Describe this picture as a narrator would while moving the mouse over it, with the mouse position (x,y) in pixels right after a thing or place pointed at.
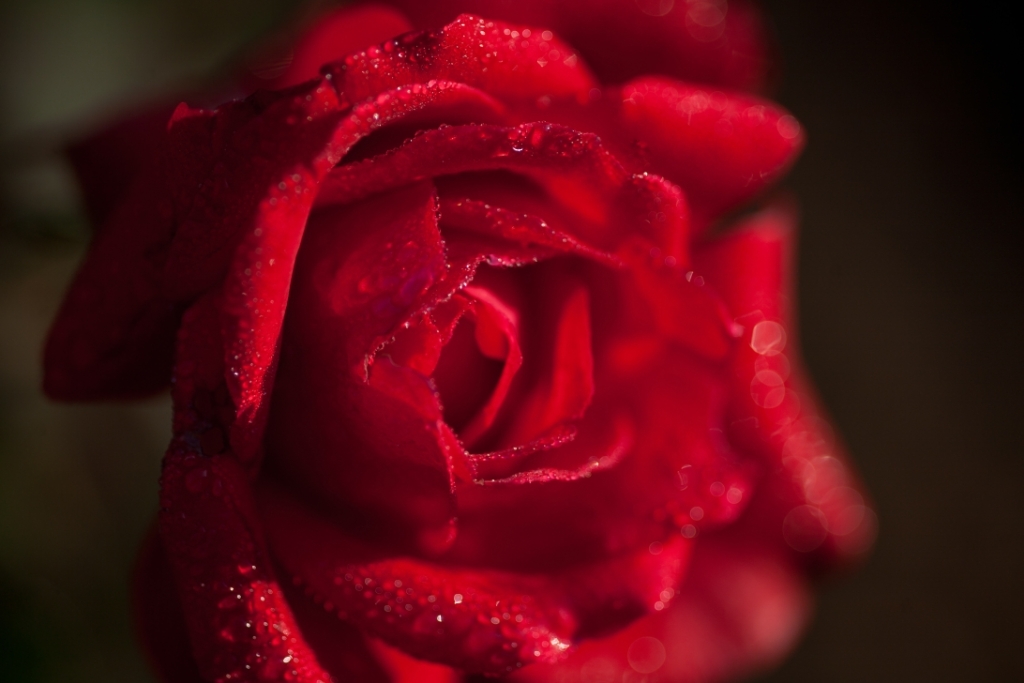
In this image we can see a rose flower (428,330).
